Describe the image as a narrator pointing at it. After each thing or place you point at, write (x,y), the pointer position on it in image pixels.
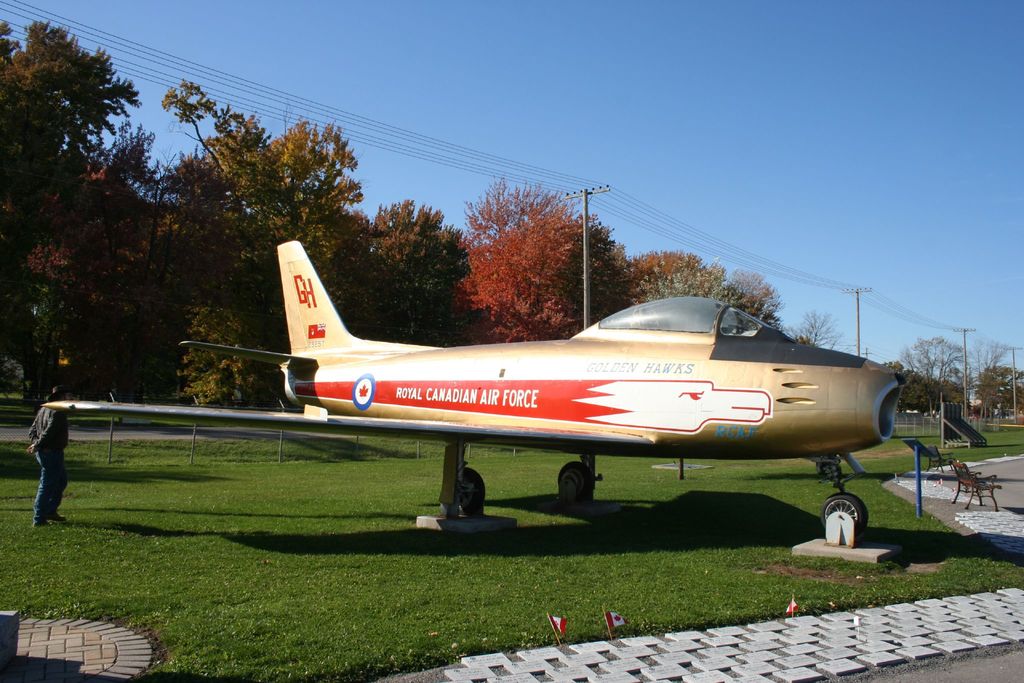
In this picture there is a plane (604,355) which is parked on the ground (700,496). On the left (62,468) there is a man (57,443) who is wearing cap (70,392), jacket (41,413), jeans (52,484) and shoe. At the bottom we can see small flag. On the right (995,478) we can see the benches (966,465). In the background (499,326) we can see many trees (970,406), electric poles (1014,396) and wires (434,159). At the top (934,26) there is a sky (536,39).
